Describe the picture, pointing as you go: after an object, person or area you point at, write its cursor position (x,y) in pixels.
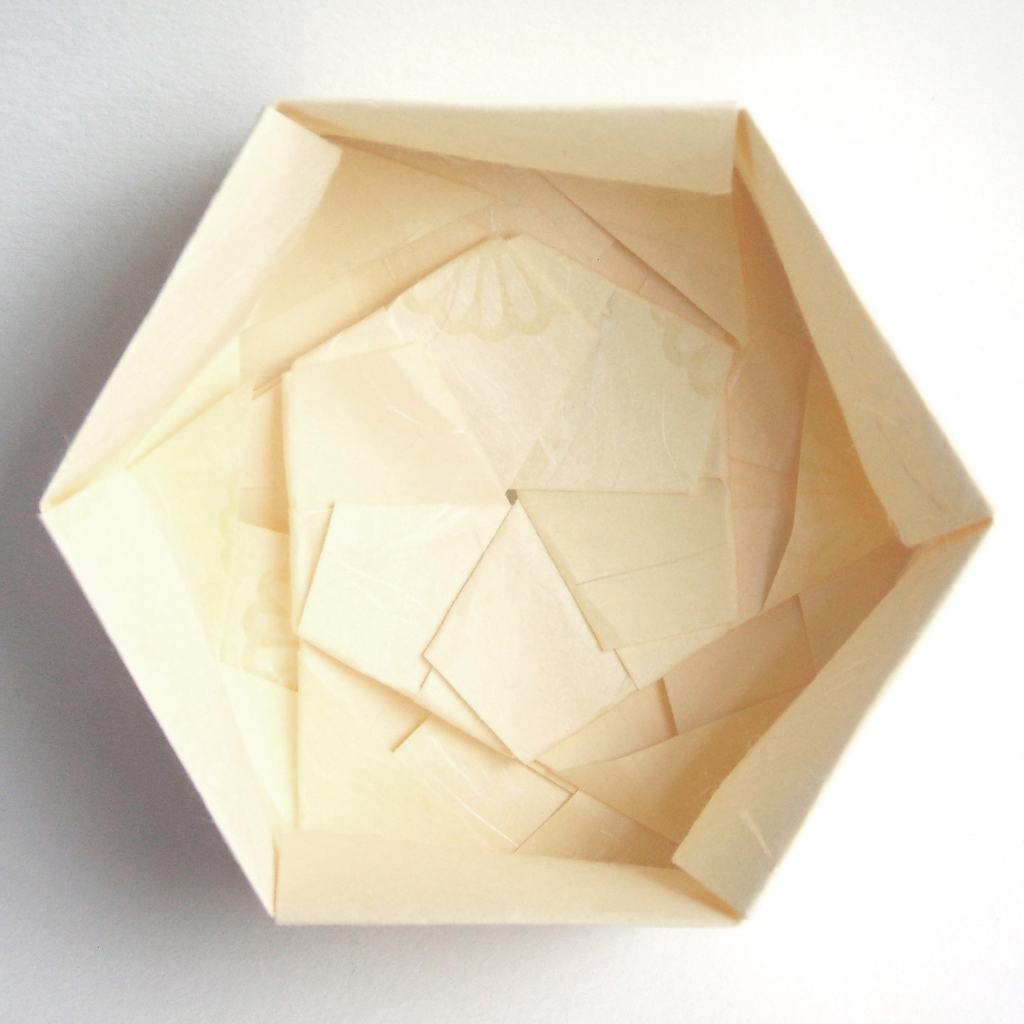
In this image we can see a box (436,374) made with paper (638,496) on a white surface (749,939).
